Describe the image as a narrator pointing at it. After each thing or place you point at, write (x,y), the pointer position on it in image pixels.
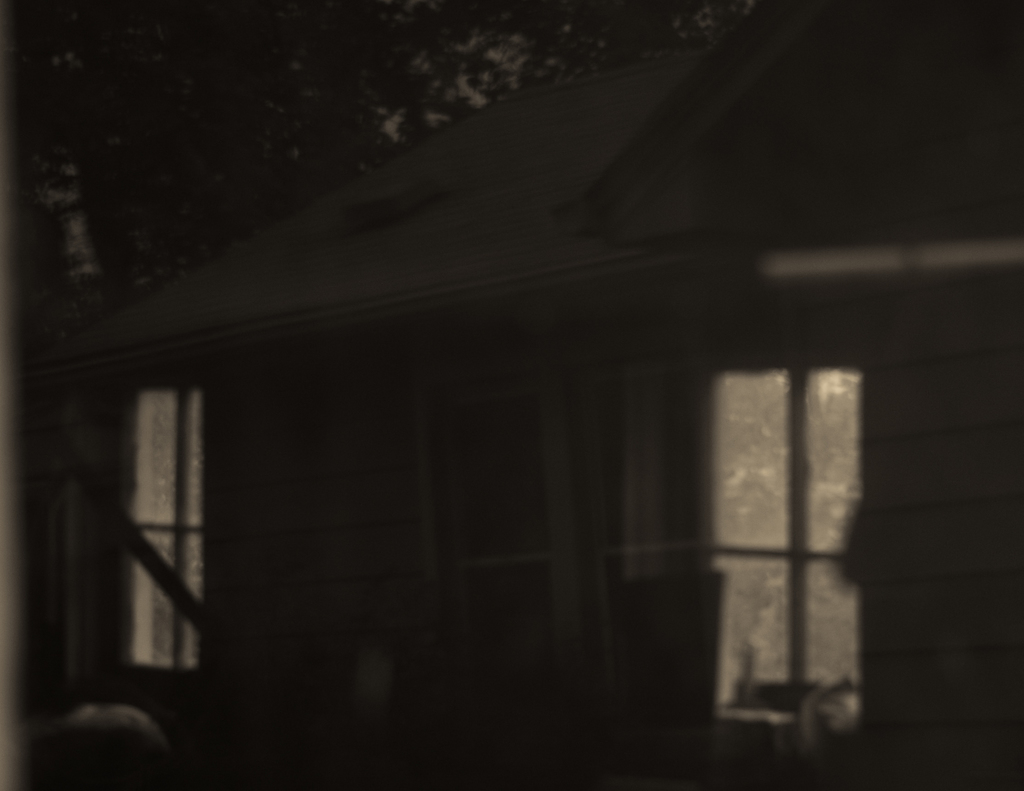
In this image we can see a house (536,509), windows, roof (260,321) and in the background (240,174) we can see a tree (291,164).
